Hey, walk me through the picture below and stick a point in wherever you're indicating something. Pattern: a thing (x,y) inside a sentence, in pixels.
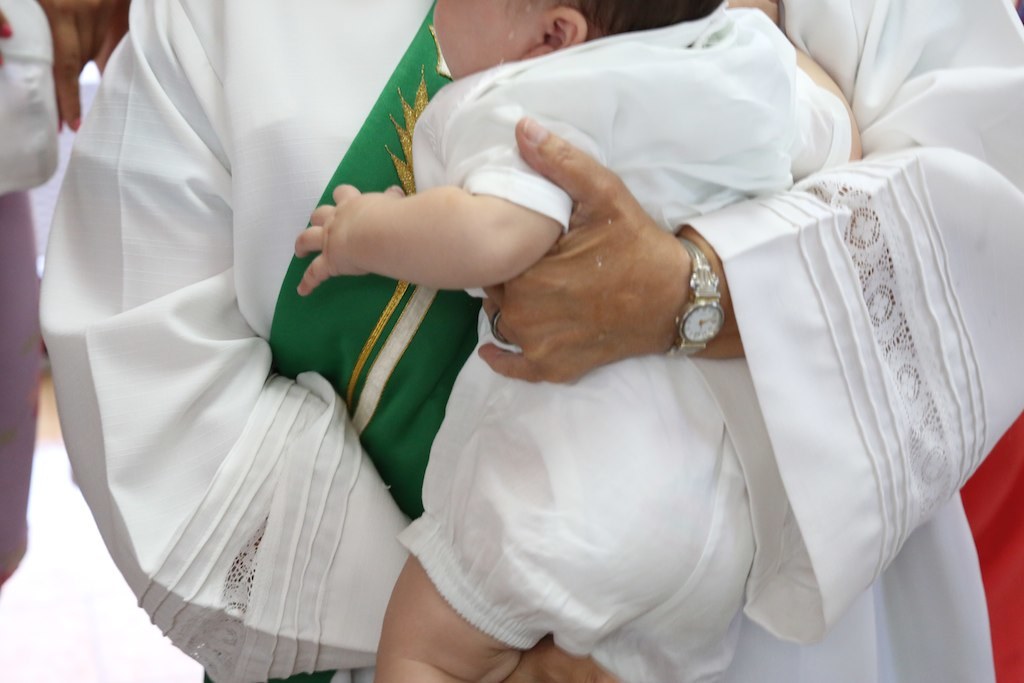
In this image we can see some person (261,245) wearing the white color clothes (355,641) and also the watch (708,264) and holding the baby (650,81). On the left (29,114) we can see the other person (23,102).
